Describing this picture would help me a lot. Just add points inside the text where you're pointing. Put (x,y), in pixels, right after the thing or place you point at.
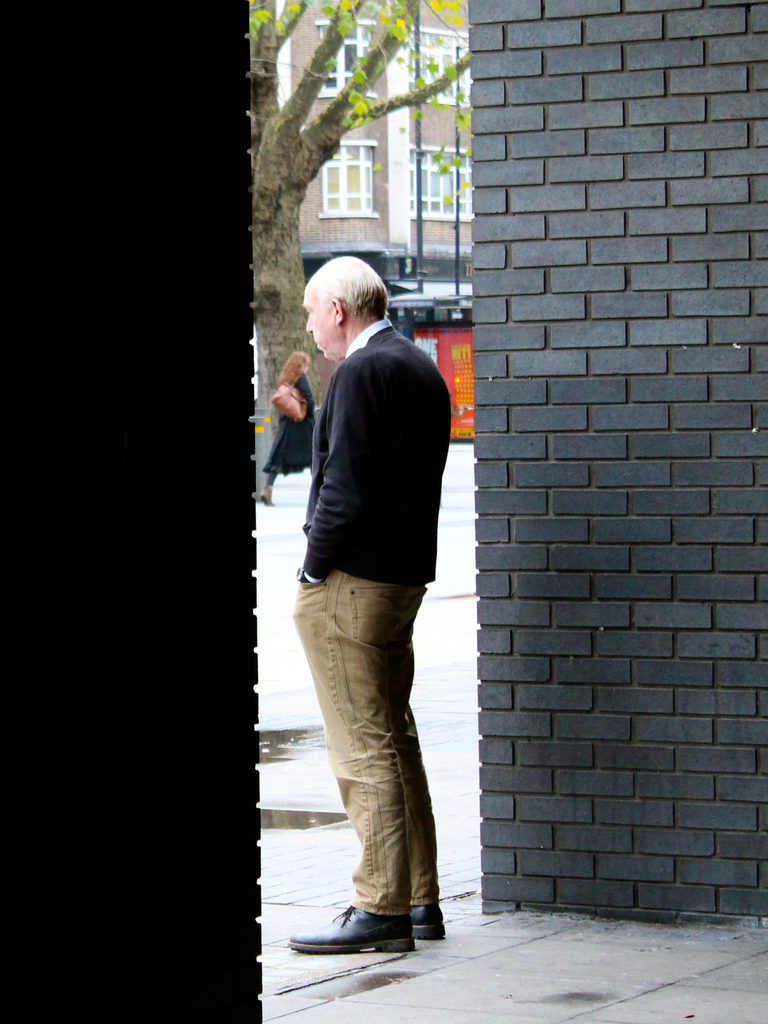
In the center of the image (352,408) we can see a man (369,404) is standing. On the left (130,629) and right side of the image (629,526) wall (500,445) is there. At the bottom of the image (531,970) floor (528,983) is present. At the top of the image (383,134) we can see a tree (275,115), building (410,168), shed (428,301), poles (421,291) and a lady (291,441) is walking and carrying a bag (290,394). In the middle of the image (275,607) road (274,514) is there.
